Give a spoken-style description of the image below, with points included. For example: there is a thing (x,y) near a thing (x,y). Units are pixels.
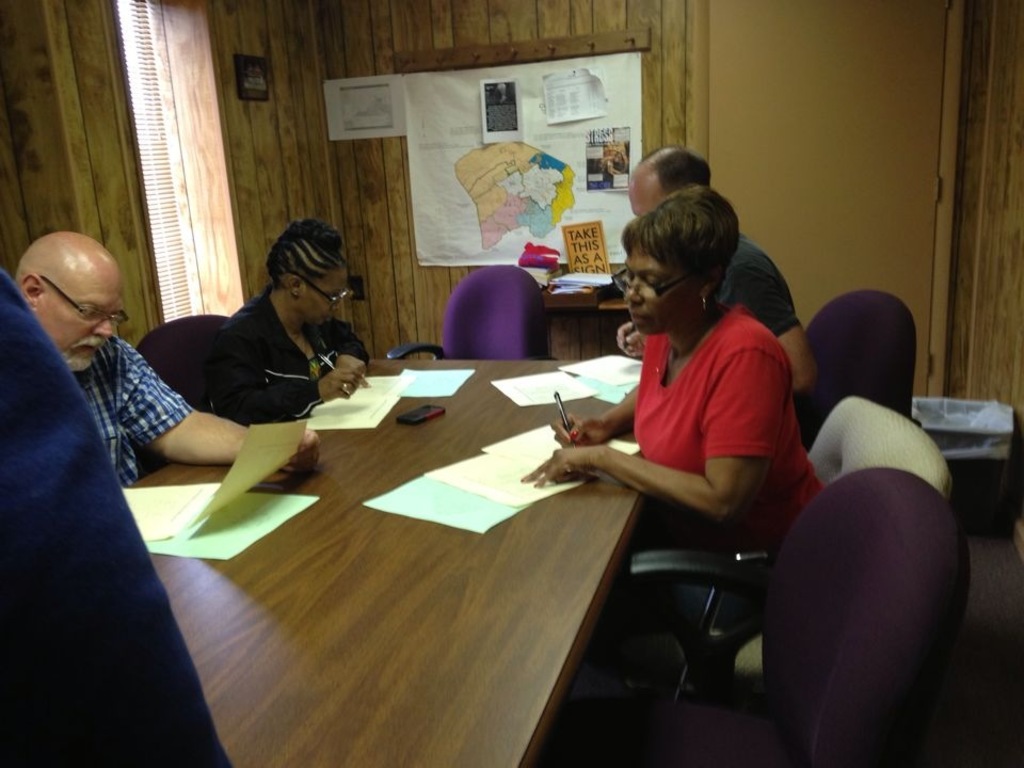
In this image we have a group of people (234,376) who are sitting on the chair (776,592) in front of the wooden table (402,529). On the table (370,457) we have couple of papers (375,503). Behind these people (309,460) we have a wooden wall (664,53), on the wall (384,210) we have poster of a map (536,147).
